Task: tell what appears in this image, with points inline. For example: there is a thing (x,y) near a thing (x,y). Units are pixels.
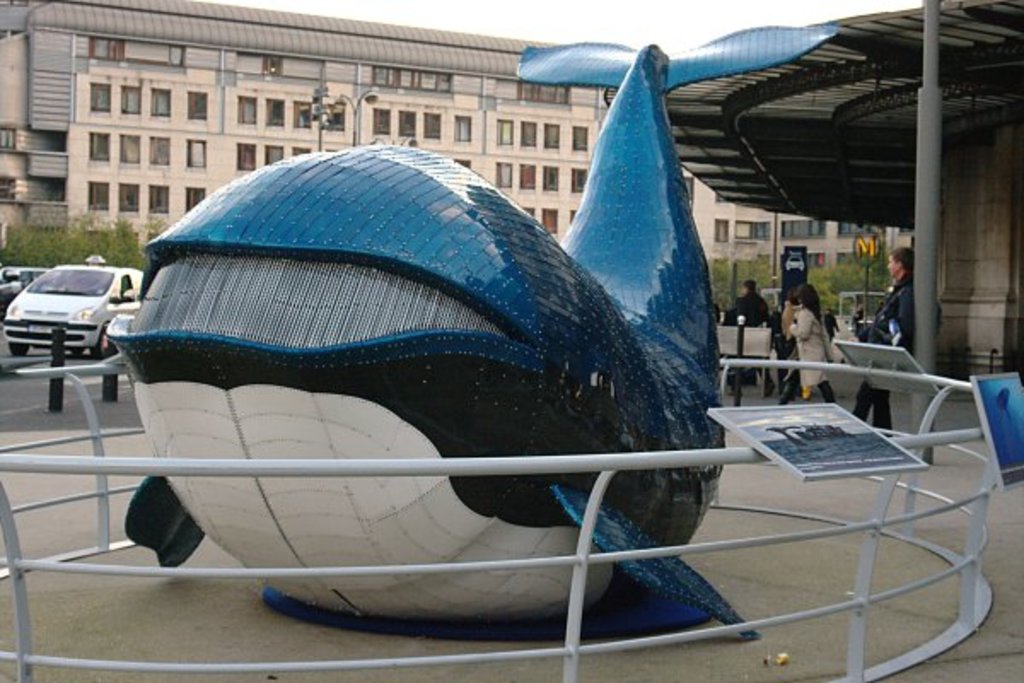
In this picture we can see vehicles (78,290), people (878,311) on the ground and in the background (402,97) we can see buildings (415,84), sky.
